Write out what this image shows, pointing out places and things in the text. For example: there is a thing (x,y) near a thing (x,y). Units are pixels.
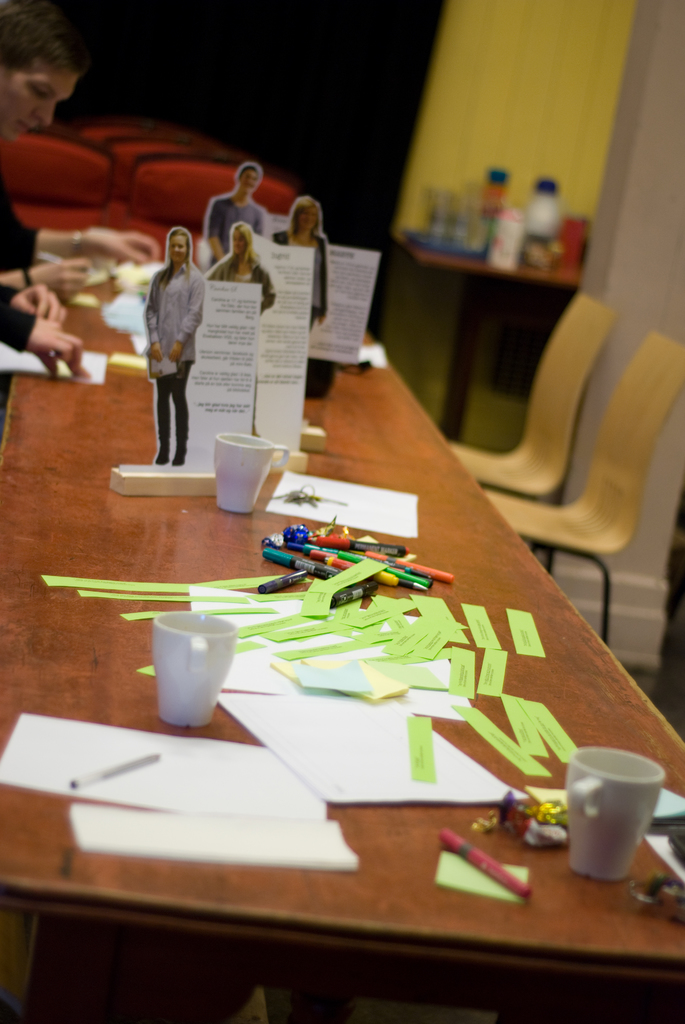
There is a person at the left top corner (42,121). There is a table (652,927) in the image. Top of it there is a cup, cutting papers (489,739), sketches (345,595) and some posters (182,369). To the right side (545,403) there are two chairs (620,541) beside to it there is a table (461,426) on which bottles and glasses (467,235) are kept.
